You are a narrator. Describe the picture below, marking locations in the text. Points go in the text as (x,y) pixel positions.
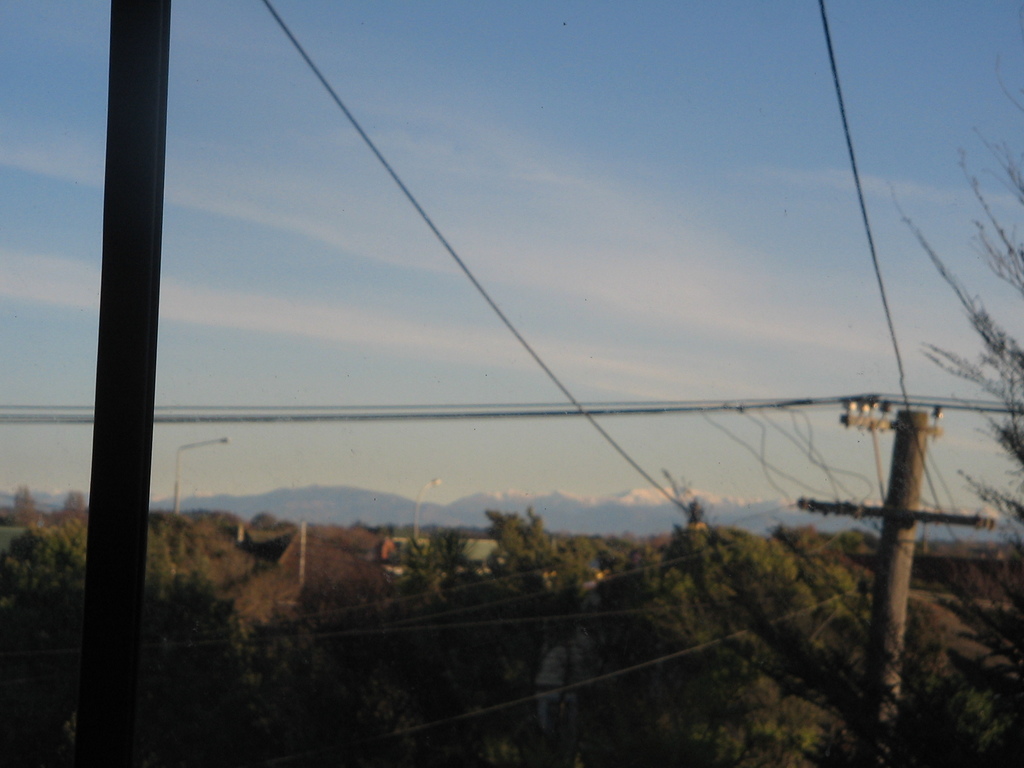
In this image I see number of poles (157,25) and I see the wires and I see number of trees (347,567). In the background (944,46) I see the sky (489,233).
